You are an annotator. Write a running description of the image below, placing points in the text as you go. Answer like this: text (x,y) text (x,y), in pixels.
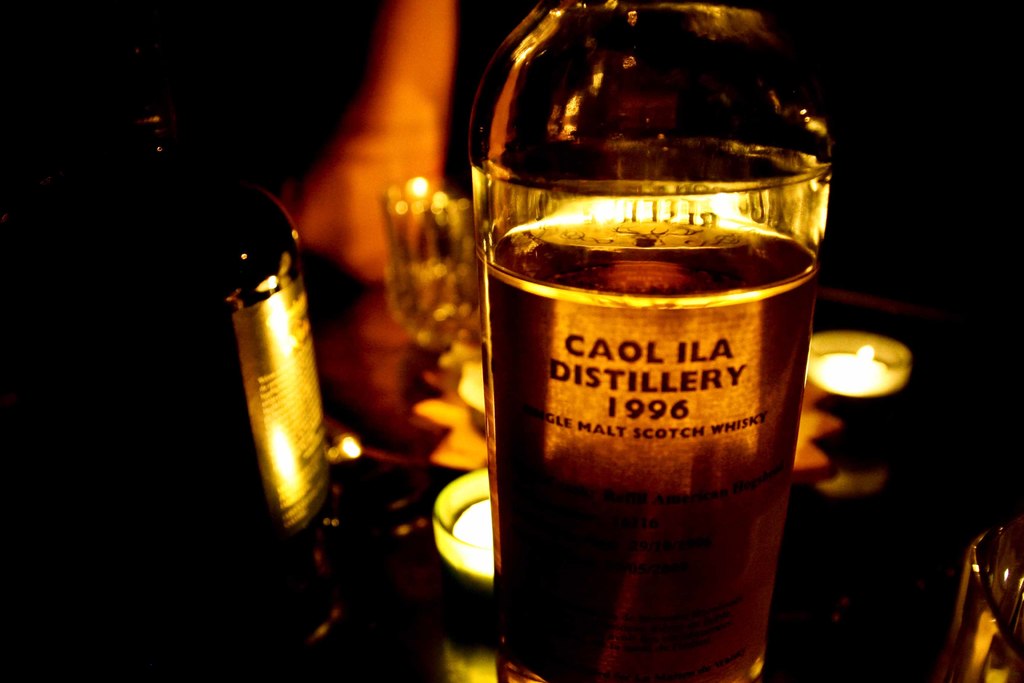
In this image there are two bottles (534,527), two glasses (1012,590) and candles (872,358) on the table (900,453).
